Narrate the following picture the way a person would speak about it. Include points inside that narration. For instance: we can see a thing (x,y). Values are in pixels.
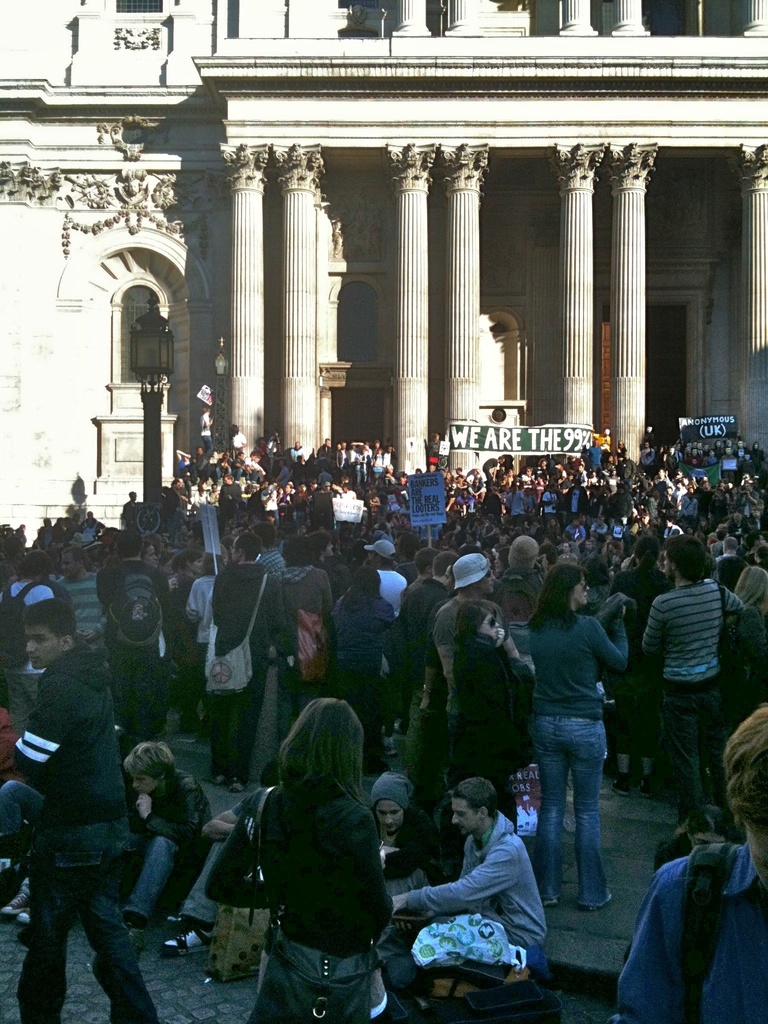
In this image there are so many people (428,721) who are standing in front of the cathedral building (457,184) and protesting by holding the placards (435,487) and banners (486,446).
